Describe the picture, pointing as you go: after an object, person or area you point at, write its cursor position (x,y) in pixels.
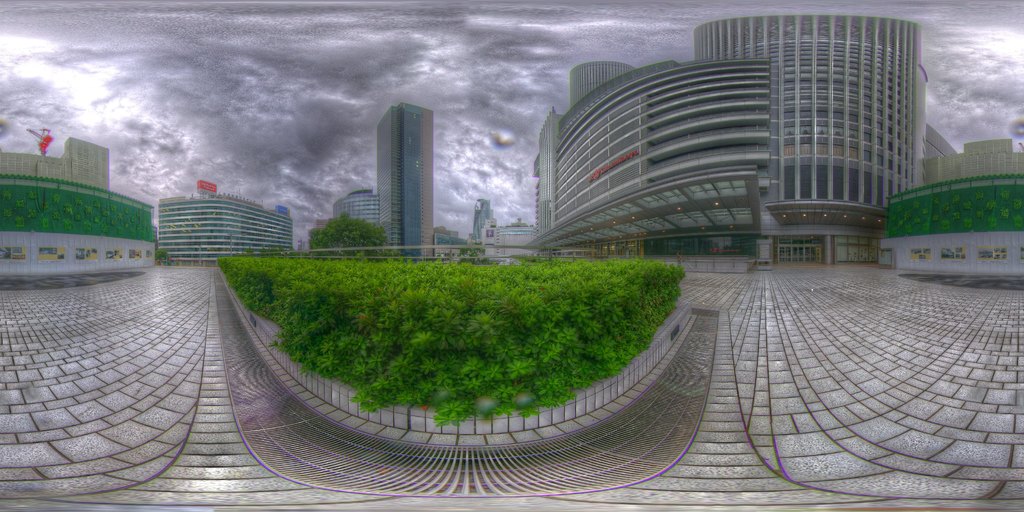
In the image we can see there are many buildings (408,200). This is a footpath (779,316), grass (524,315), window (819,116) of the building (813,128) and a gray cloudy sky (218,109).
